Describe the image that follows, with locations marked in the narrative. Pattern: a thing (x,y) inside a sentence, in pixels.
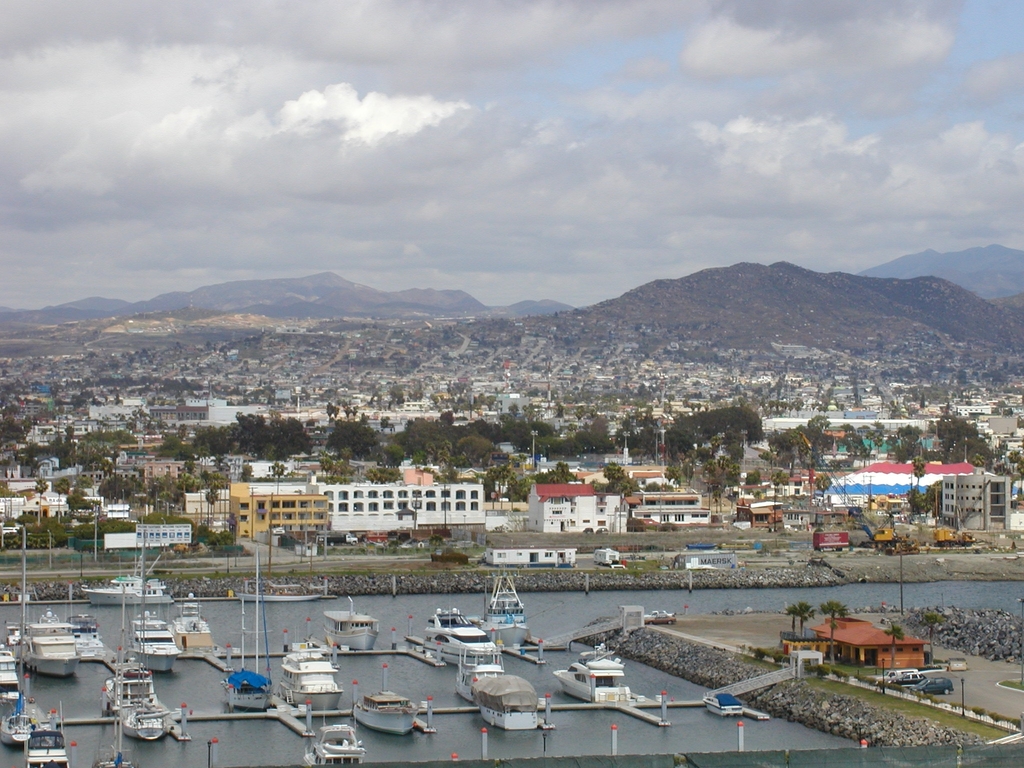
This picture shows many buildings (410,490) and trees (438,437) and we see ships (312,679) and boats (300,693) in the water (352,690) and we see hills (637,317) and a blue cloudy Sky (532,202).
